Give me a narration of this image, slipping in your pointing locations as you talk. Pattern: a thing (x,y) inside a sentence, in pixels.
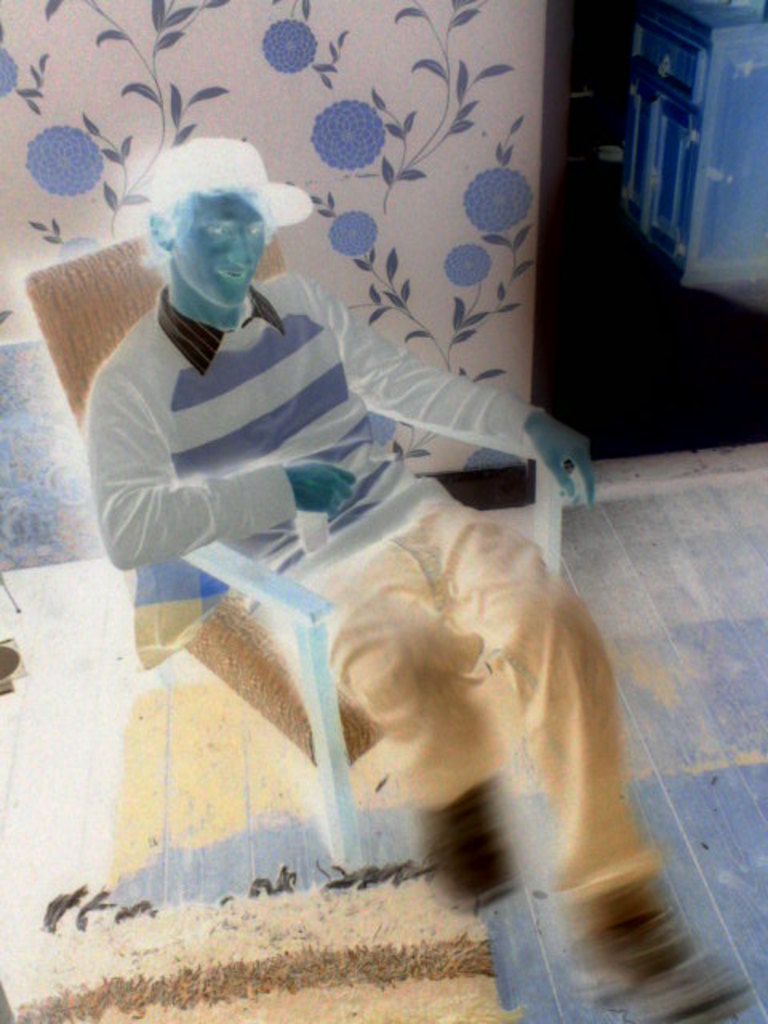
There is a negative image. At the bottom left of the image (233,925) there is a mat (434,968). In the middle of the floor (255,733) there is a man (346,601) sitting on the chair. Behind him there is a wall (463,135) with paintings (95,166) of flowers (278,60) and leaves (368,263). At the top right of the image (682,178) there is a cupboard (682,178).
